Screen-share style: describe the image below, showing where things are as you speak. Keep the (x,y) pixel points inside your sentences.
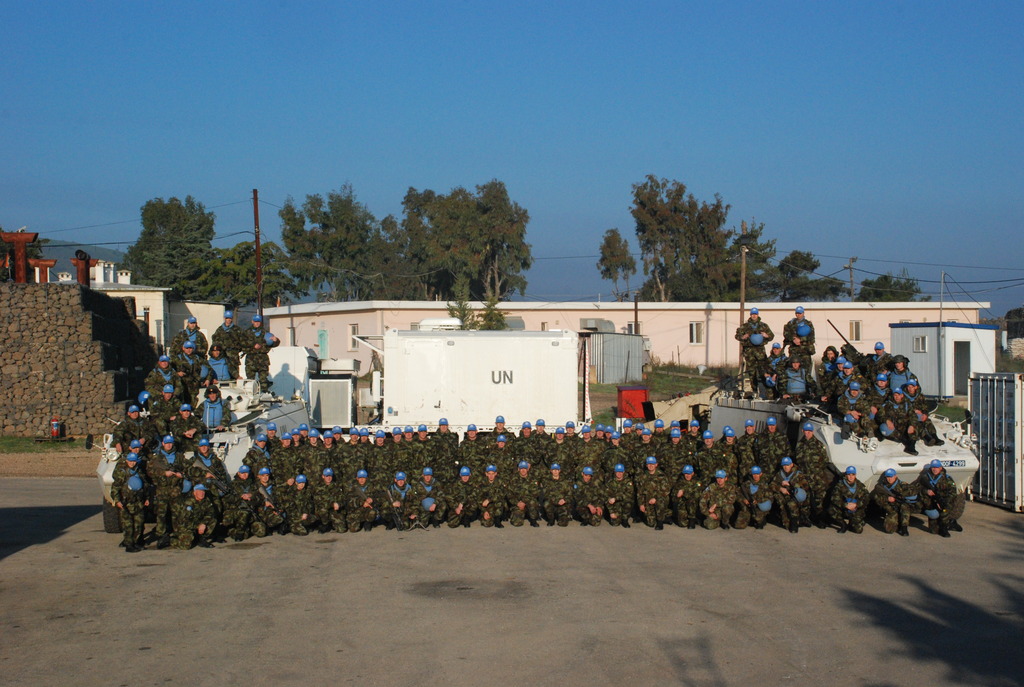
In this picture I can see there are a group of people (172,367) few are sitting and few are standing. There are two military tanks (253,411) and there are buildings (148,338) in the backdrop (388,265) there are trees (164,241) and the sky (363,78) is clear.
